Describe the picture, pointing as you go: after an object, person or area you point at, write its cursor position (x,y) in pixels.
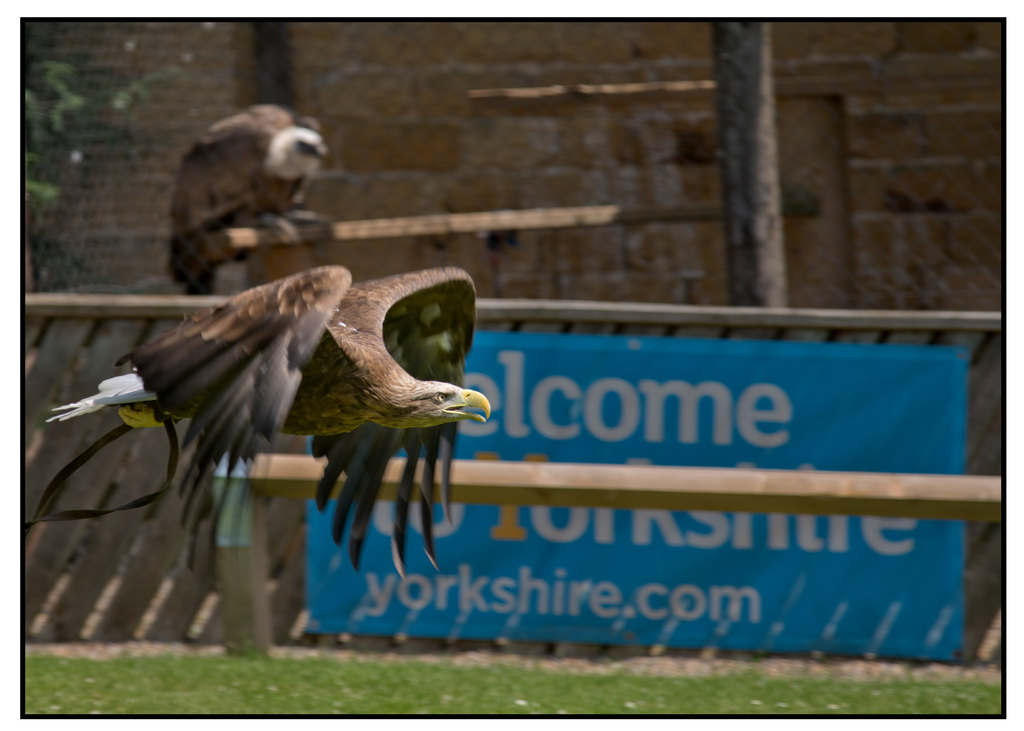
In this picture I can see a bird (281,398) flying and I can see another bird (239,220) on the stick (288,238) in the back (206,221) and I can see a tree (39,69) and a board (632,540) with some text (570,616) and I can see a wall (620,130) in the back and I can see grass (365,674) on the ground (339,662).
